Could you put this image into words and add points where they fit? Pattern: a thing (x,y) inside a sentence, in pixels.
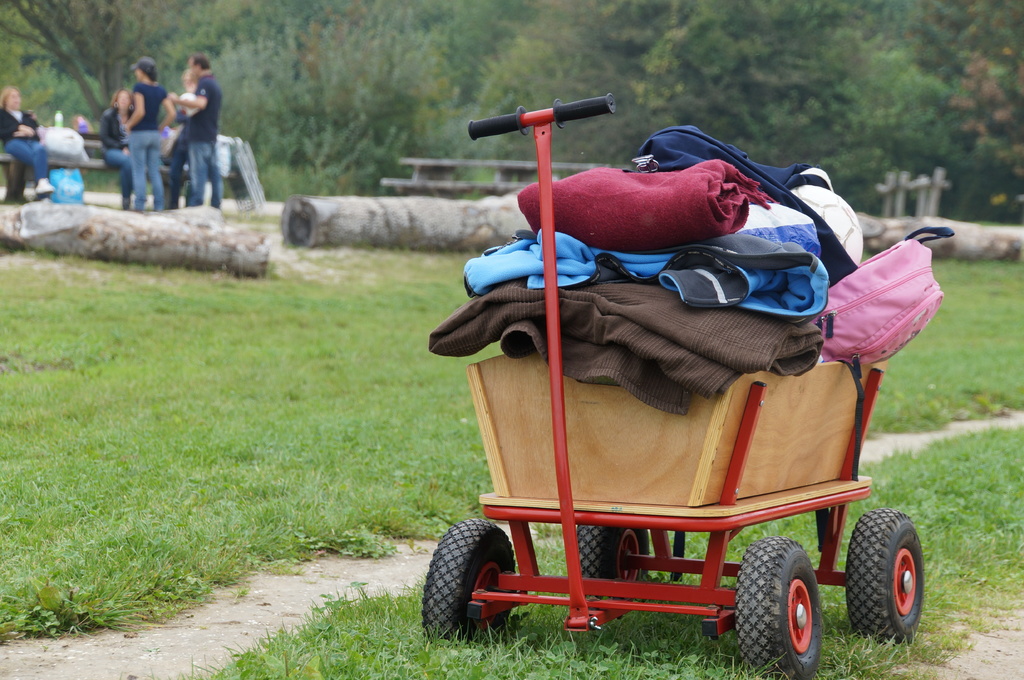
In the picture I can see a wooden wagon (553,249) on the right side (704,577) and I can see the clothes (719,340) and a bag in the wooden wagon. I can see the wooden logs (934,225) on the green grass (240,281). I can see a few persons (191,68) on the top left side (13,127) and looks like they are having a conversation. In the background (642,90), I can see the trees (563,61).
